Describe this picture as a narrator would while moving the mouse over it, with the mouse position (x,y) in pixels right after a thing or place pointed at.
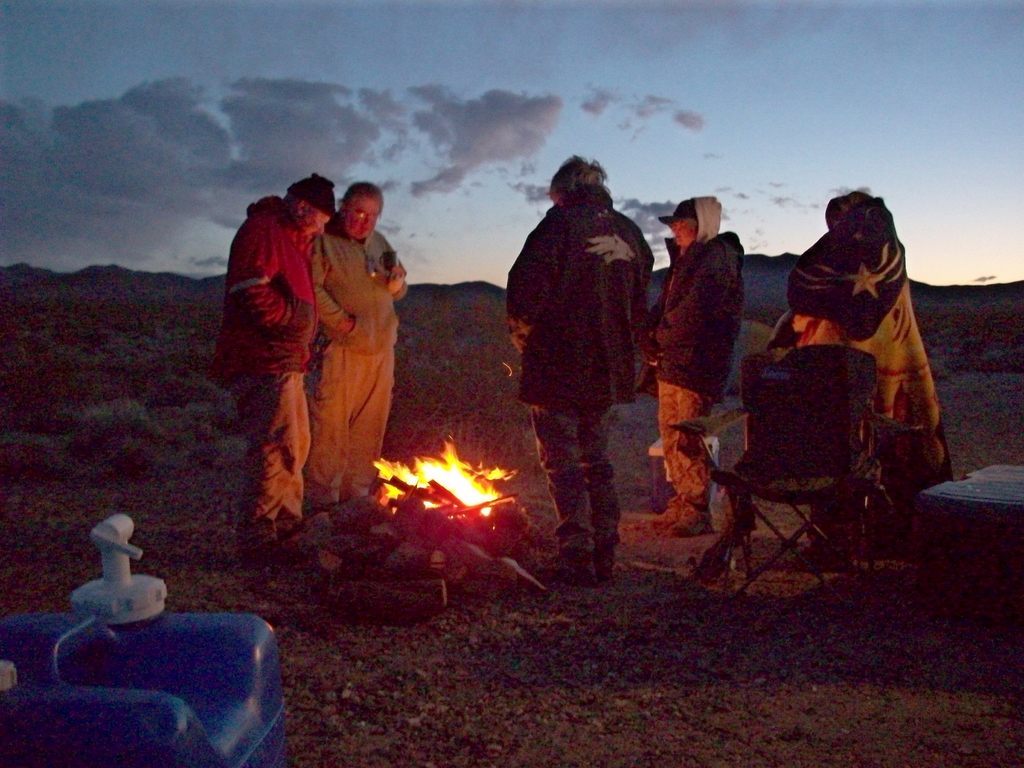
In this image people (790,327) are standing in front of the campfire (452,512). Behind them there is a chair (817,470). We can see a water can (127,639). At the background (164,316) there are mountains (134,291), trees (159,355) and sky (433,104).
